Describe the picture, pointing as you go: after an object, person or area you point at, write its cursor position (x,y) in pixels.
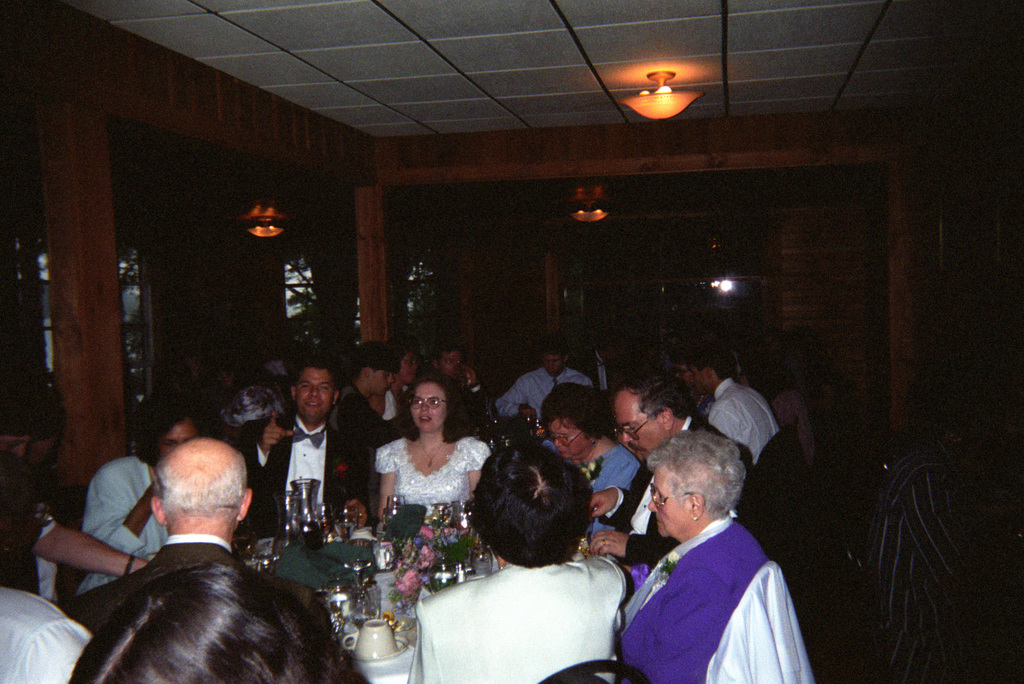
Bottom of the image (700,580) a few people (368,357) are sitting and dining. Bottom left side of the image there is a table (412,653), On the table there a glass (353,584), On the table (353,584) there is a saucer (398,650) and cup (382,641). Bottom right side of the image (707,471) there is a woman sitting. At the top of the image (318,46) there is a roof (318,46) and light (647,93). Top left side of the image (275,109) there is a wall (15,93).
